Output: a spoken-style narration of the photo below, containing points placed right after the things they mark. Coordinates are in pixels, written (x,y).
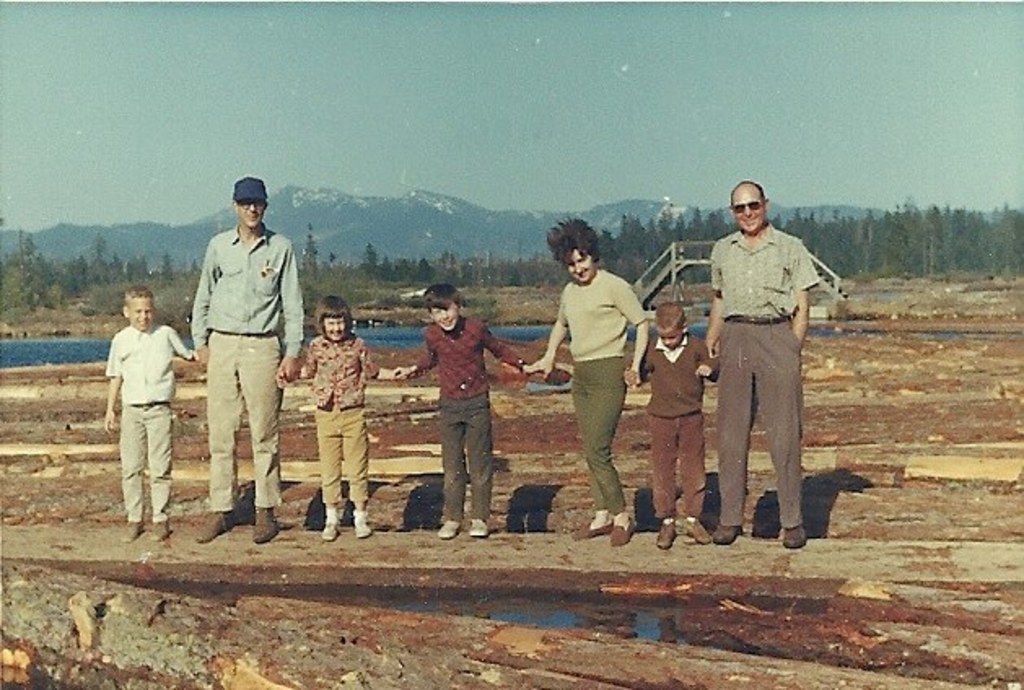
In this image we can see some people (341,422) standing on the ground (383,540) holding their hands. We can see a lake (376,336), bridge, trees (519,277), the hills (473,244) and the sky (519,81).
